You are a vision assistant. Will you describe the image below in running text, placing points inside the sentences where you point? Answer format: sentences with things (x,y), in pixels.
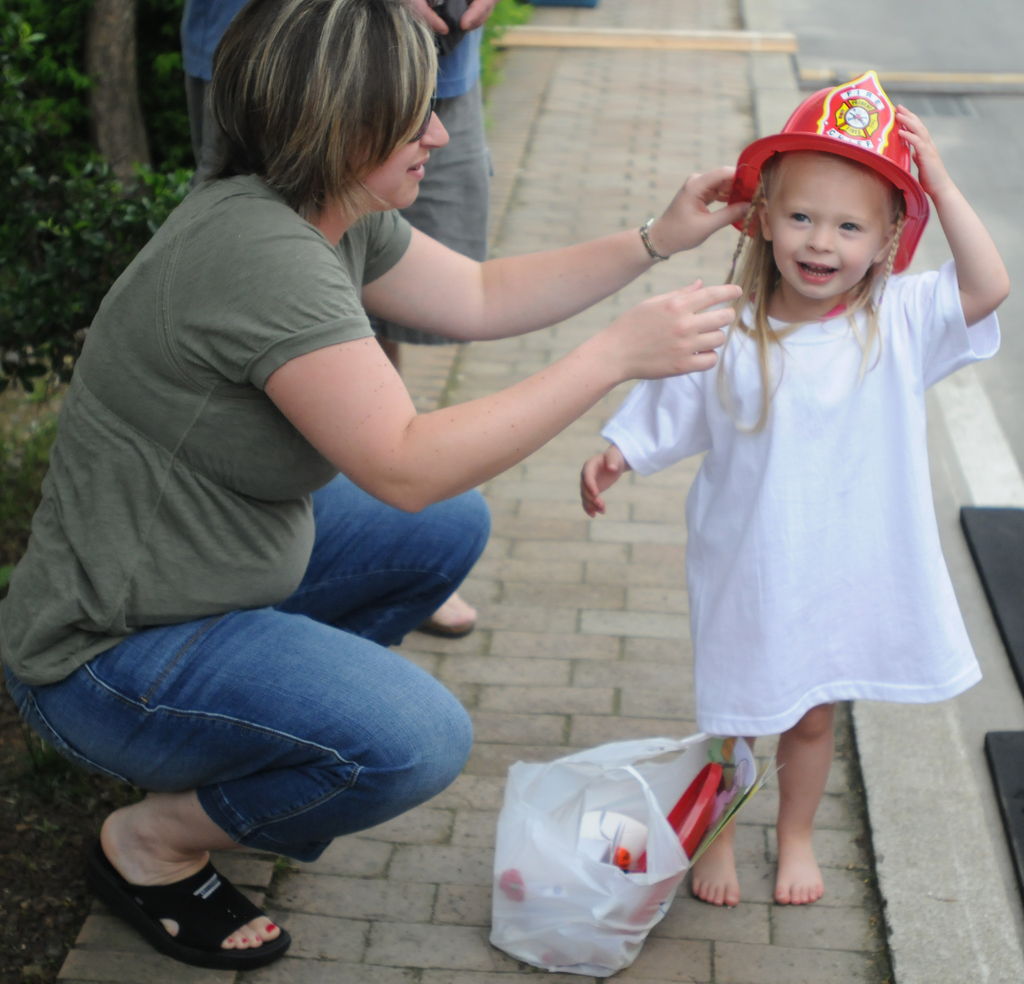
On the left side (286,281), there is a woman (289,360) in a t-shirt (254,547), smiling and holding a cap (790,152) of a child (831,267) who is in white color t-shirt (812,494), standing on a footpath (796,906). Beside this child (784,826), there is a bag (558,932). In the background (946,39), there is a road (946,39) and there are plants (15,514).
